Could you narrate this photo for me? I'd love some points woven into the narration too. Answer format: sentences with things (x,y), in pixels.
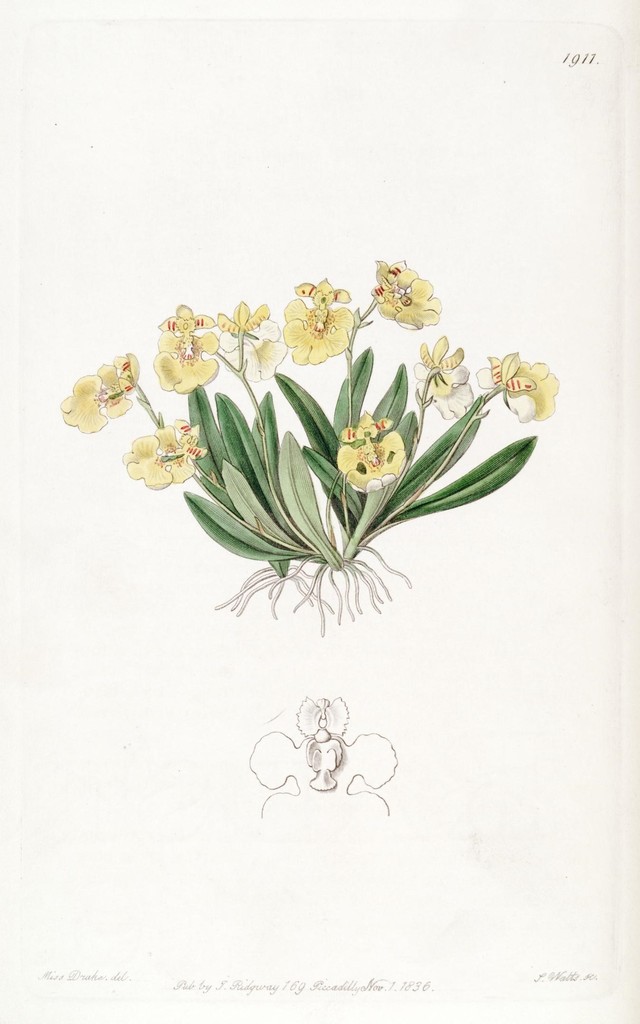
In this image I can see a drawing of a flower plant (221,467) with roots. I can see a pencil sketch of the flower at the bottom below that I can see some text (355,994). In the top right corner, I can see some numbers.
